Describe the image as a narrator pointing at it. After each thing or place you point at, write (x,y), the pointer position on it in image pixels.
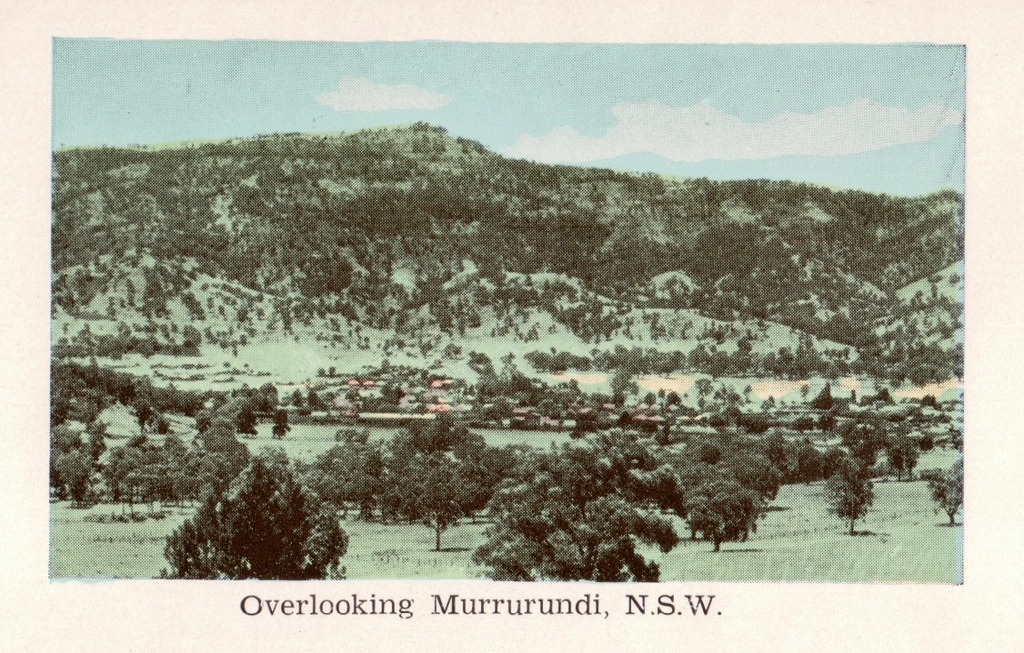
This is an edited image in which there are trees (447,305) and there are plants (396,208) and there is some text (474,602) written on the image and there is a mountain (488,186) in the background (94,287).
